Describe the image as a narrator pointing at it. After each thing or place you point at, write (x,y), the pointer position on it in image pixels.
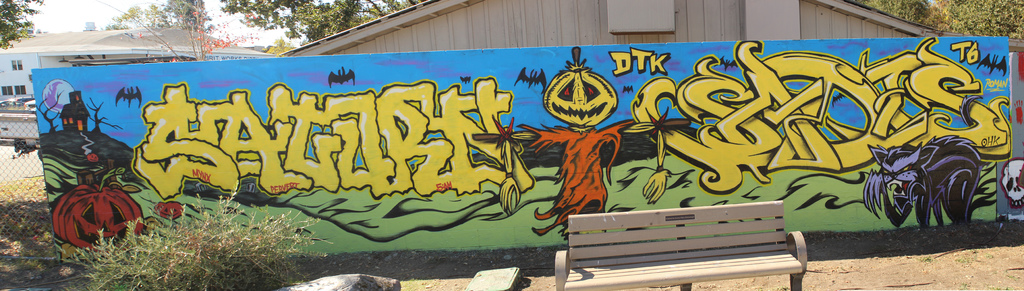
In this image we can see there is a banner (497,154) with some text (236,142) and images (664,147), in front of that there is a tree (256,253), rock (374,277), bench (655,260) and other object (501,272) on the surface (445,269), behind that there is a net fence (15,126), buildings (35,66), trees (276,19) and the sky (104,17).
